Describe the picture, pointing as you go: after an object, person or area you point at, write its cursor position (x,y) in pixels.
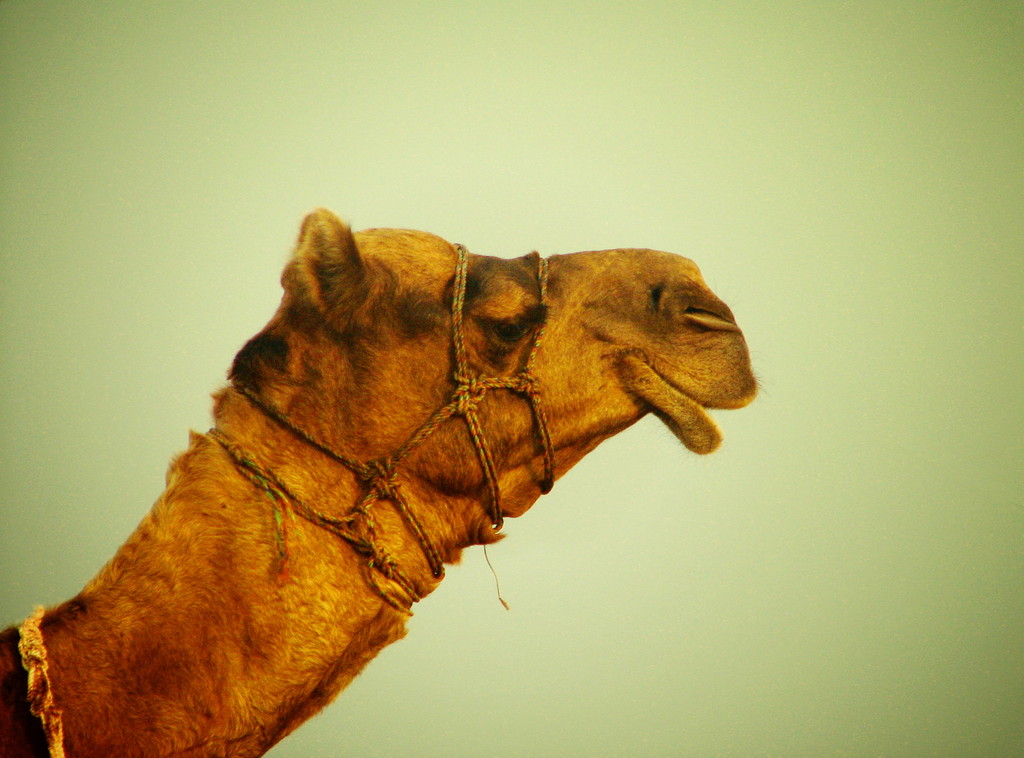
In this image I can see a camel (204,593) which is brown and black in color and few ropes (333,528) tied to it. I can see the green colored background (528,87).
